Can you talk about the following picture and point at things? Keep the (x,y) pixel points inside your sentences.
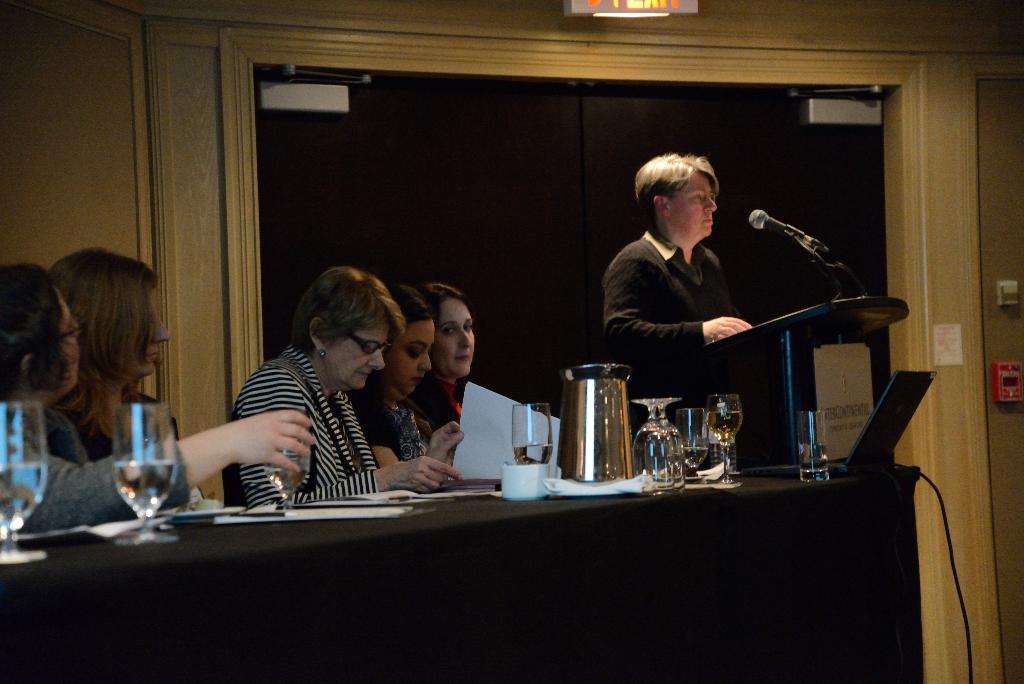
This persons (260,383) are sitting on a chair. In-front of this person (58,381) there is a table (227,567), on a table (504,515) there is a jar (623,419), glasses (535,426), cup (541,468) and papers (414,499). This woman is holding a paper (501,438). This person (699,318) is standing. In-front of this person (686,308) there is a podium (768,334) with mic (761,228).
